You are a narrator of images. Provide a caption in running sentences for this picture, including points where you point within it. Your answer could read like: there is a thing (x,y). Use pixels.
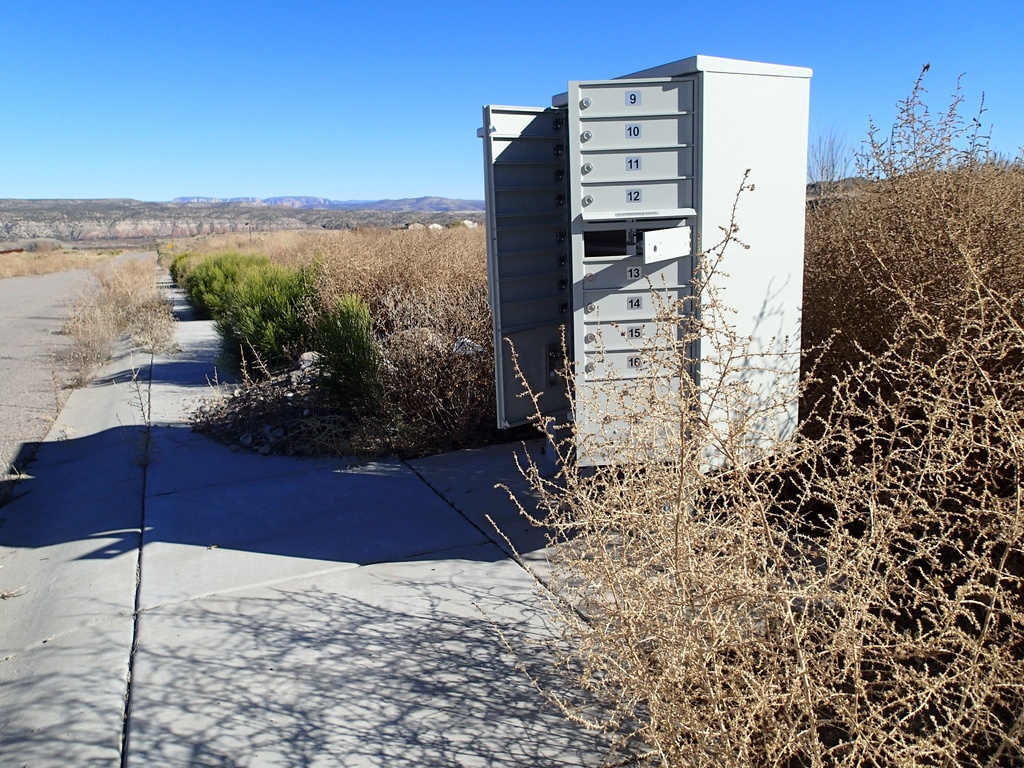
In this image I can see plants (240,333) in green color. I can also see few dried plants (341,246). Background (138,105) I can see sky (145,117) in blue color, and I can see an iron box (578,333).
